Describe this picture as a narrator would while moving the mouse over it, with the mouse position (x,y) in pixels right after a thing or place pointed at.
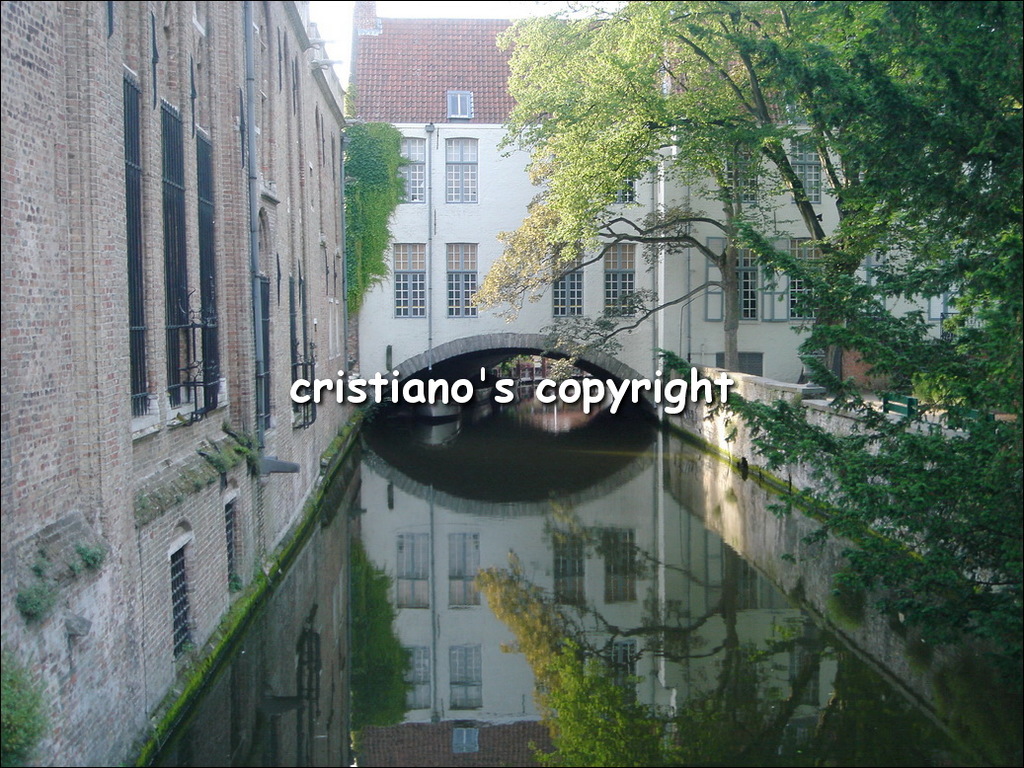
There is water (591,575) at the center (579,489). There are trees (950,115) at the right (942,148). There are buildings (495,158). There is a brick building (331,237) at the left (181,490) which has windows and a pipe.
